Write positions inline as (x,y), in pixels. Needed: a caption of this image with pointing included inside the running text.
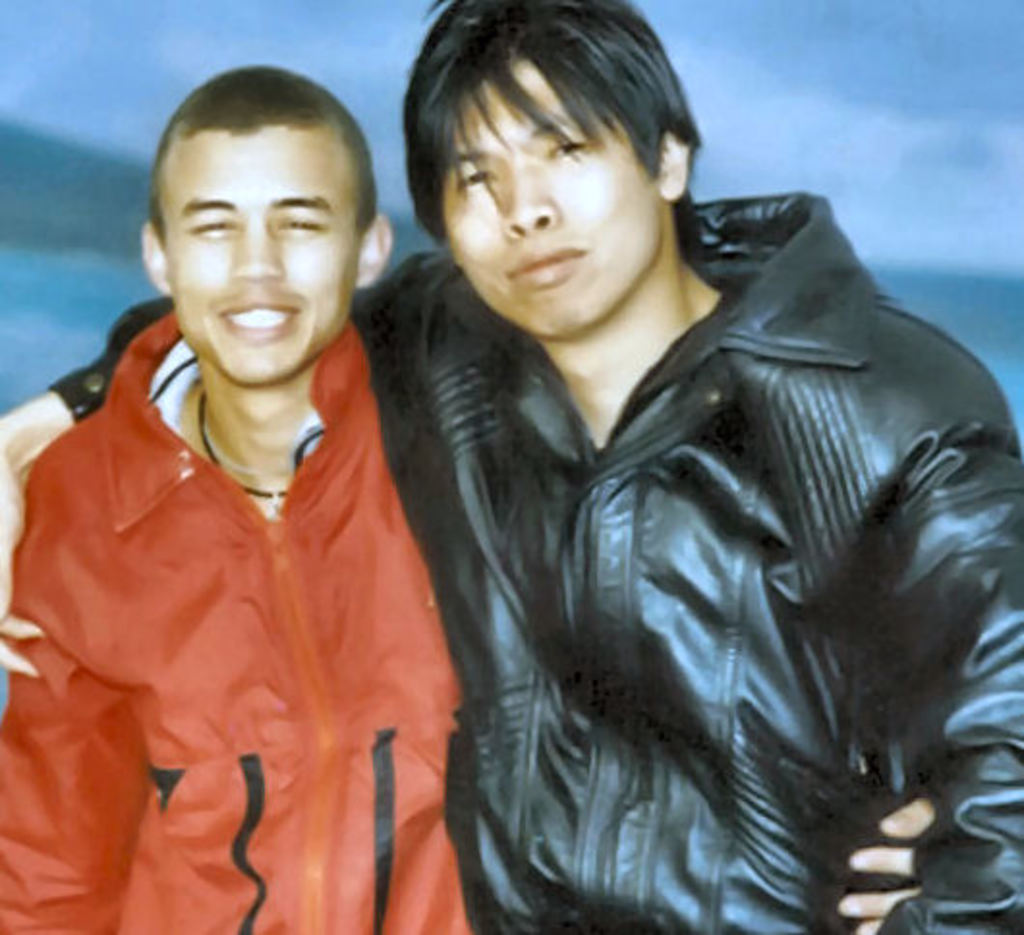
In this image there are two people (579,508) standing, one with a smile on their face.
